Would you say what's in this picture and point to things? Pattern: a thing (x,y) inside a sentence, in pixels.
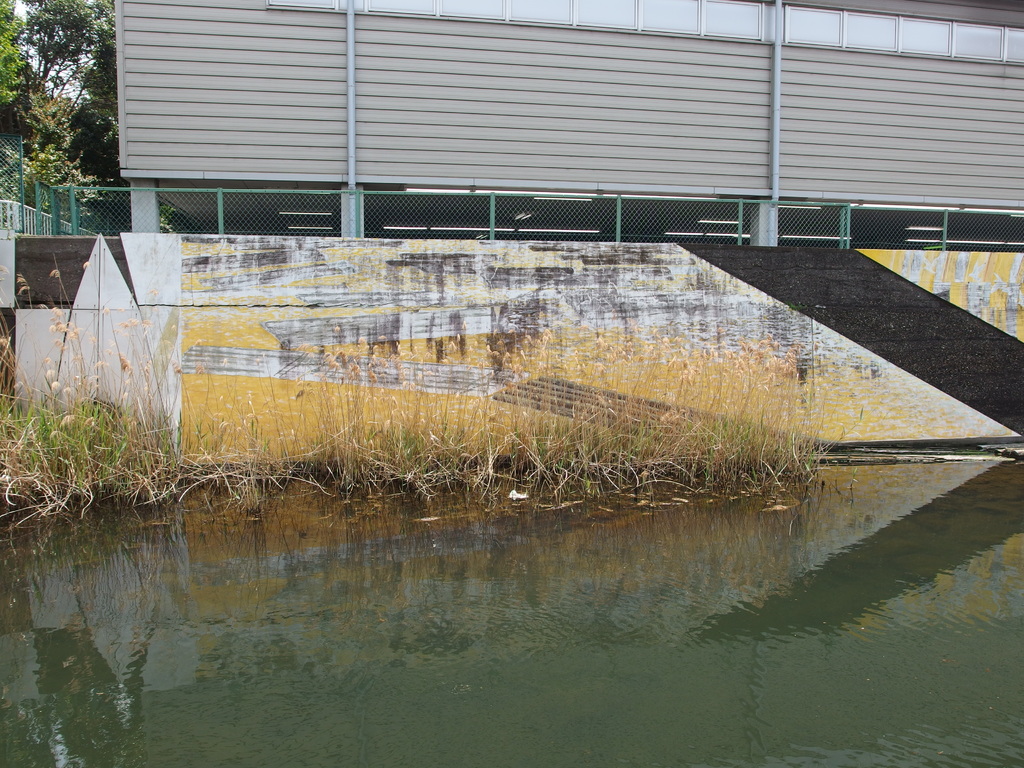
This image consists of water (506,632). In the front (362,467), there are plants (220,423), beside the wall (308,295). There is a fencing (235,225) on the wall (333,240). In the front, there is a building (421,86). To the left (61,116), there are trees (51,100).
